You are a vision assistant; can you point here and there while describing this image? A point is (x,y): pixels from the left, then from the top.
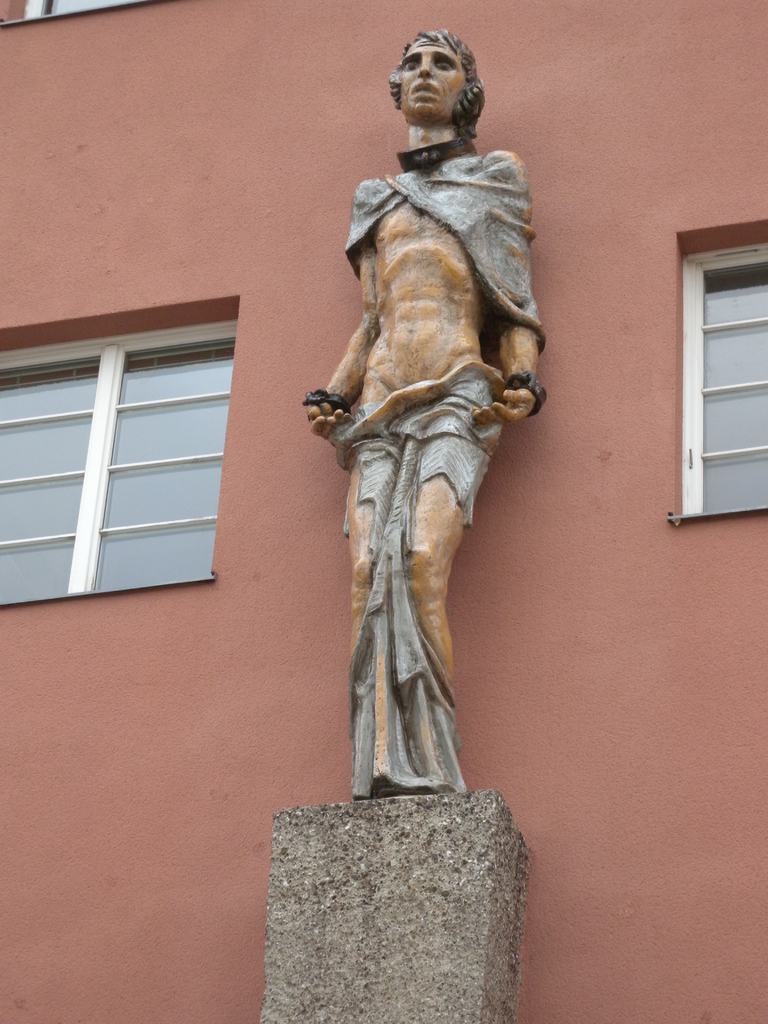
We can see sculpture (432,787) on a stone (435,846) and we can see wall (623,125) and windows (746,494).
